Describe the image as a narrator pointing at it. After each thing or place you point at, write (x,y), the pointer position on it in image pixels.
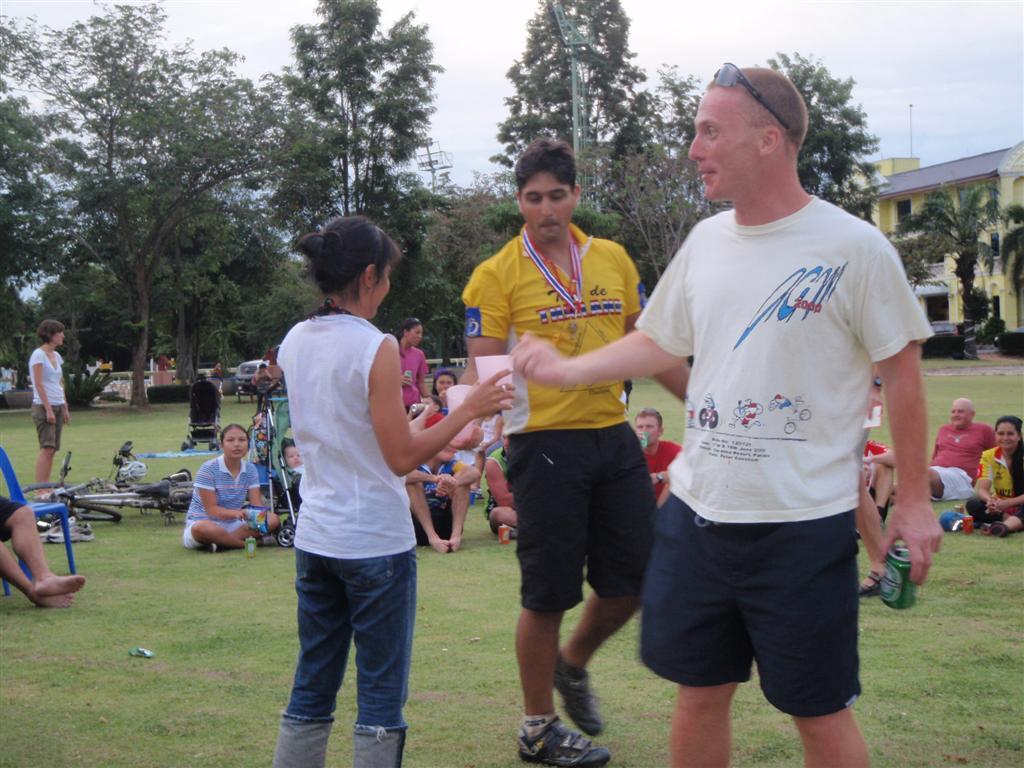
In the left side (319,682) a girl (356,546) is standing she wore a white color top (331,403), in the right side of an image (697,738) 2 men (686,730) are standing and there are trees (26,141) in the back side of an image (368,124). In the right side (1013,320) it's a building (979,269) which is in an yellow color.
